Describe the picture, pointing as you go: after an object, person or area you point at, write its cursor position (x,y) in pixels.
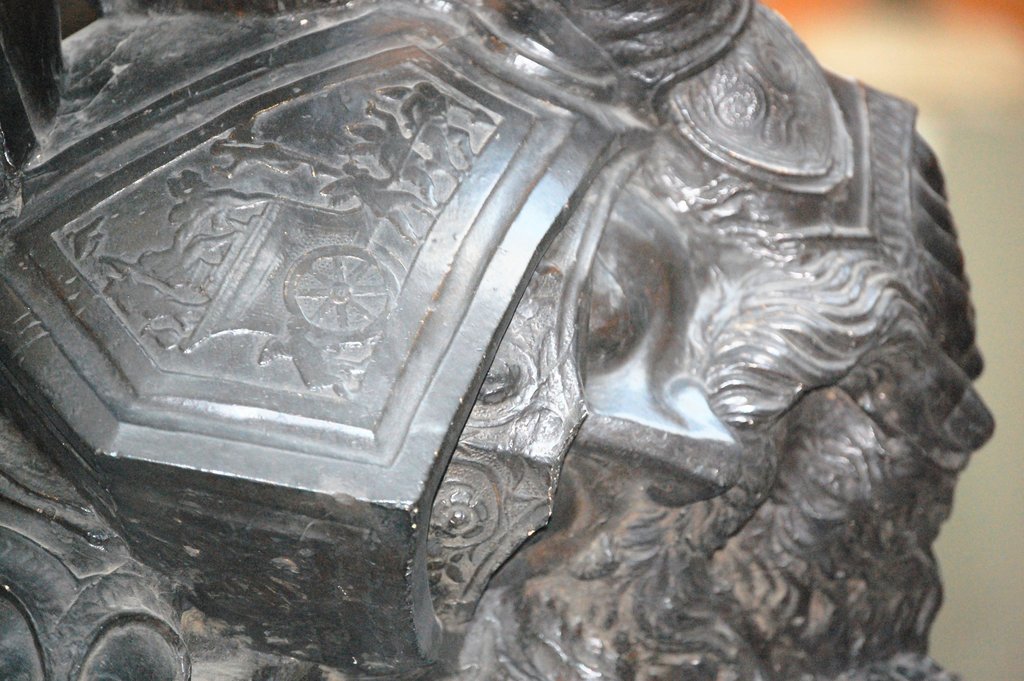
In this image I can see a sculpture (435,511).
